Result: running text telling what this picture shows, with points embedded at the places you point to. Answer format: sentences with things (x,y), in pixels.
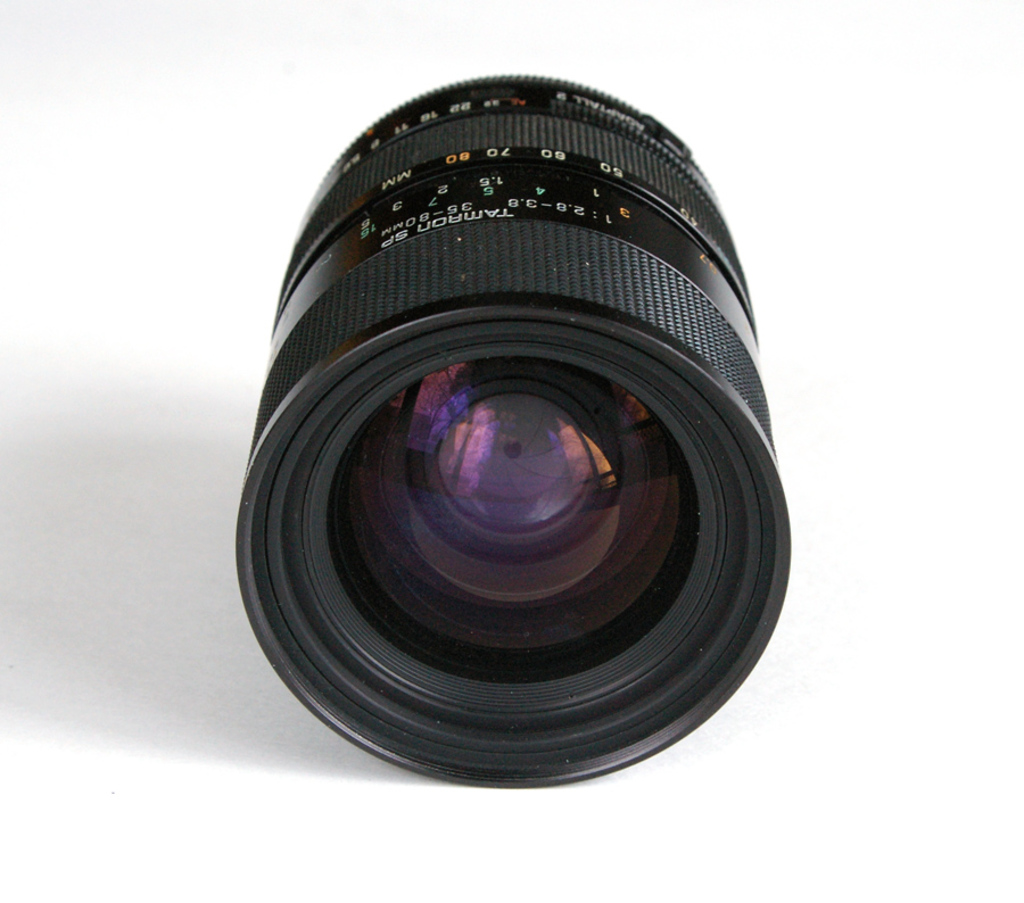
This picture contains the camera lens (460,361). In the background (170,292), it is white in color.
